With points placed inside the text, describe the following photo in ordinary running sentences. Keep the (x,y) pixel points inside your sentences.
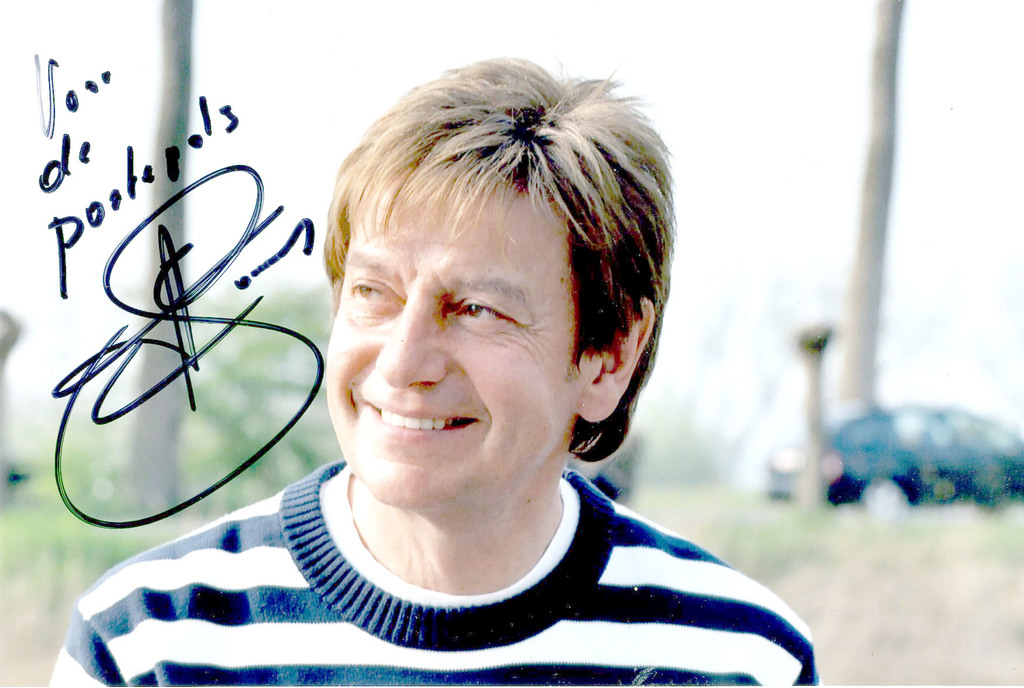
In the foreground (577,140) I can see a man (463,519) and a text (252,462). In the background (793,448) I can see trees (808,439), vehicles (898,434), grass (972,531) and the sky (843,311). This image is taken may be during a sunny day.
